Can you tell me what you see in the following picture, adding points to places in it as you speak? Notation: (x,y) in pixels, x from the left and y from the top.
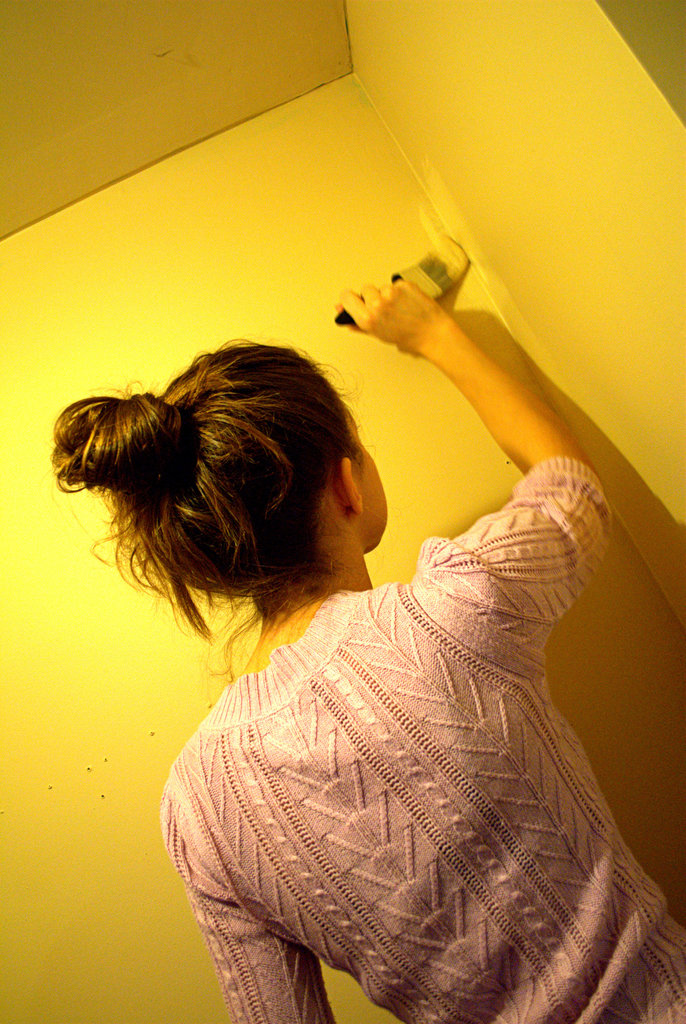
There is a lady (312,676) painting a wall (311,330) with a brush (439,292). In the background (119,185) there is yellow wall (29,754).
